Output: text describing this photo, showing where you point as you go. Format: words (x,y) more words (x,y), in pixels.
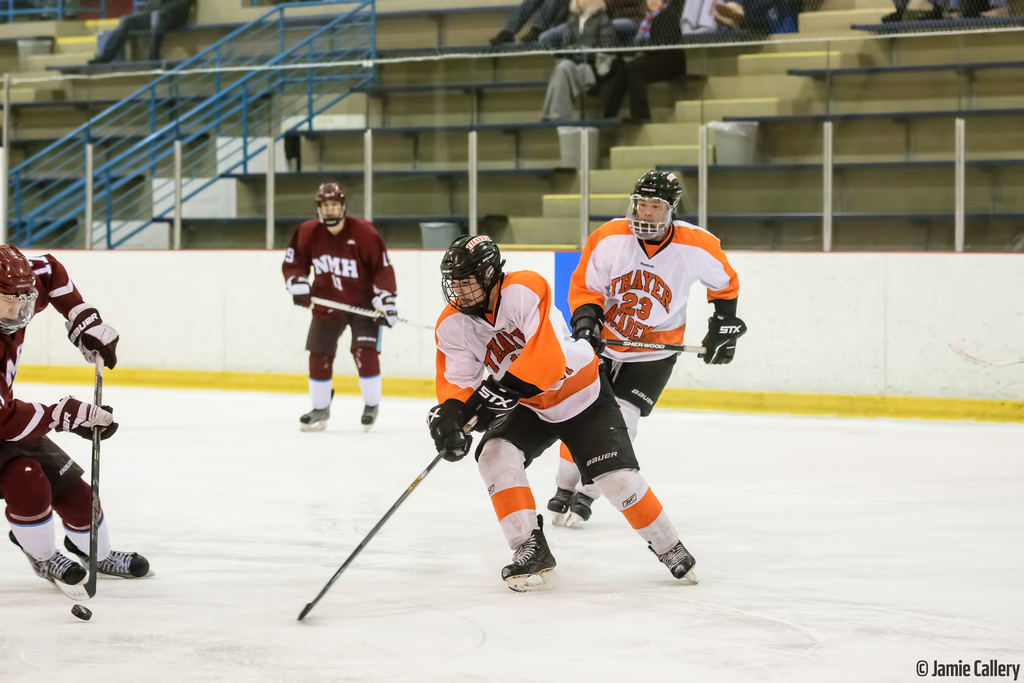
In the center of the image (440,439) there are people (327,265) playing hockey wearing helmets (467,272). In the background of the image (519,43) there are stands (180,93). At the bottom of the image (959,662) there is text (1003,665).
